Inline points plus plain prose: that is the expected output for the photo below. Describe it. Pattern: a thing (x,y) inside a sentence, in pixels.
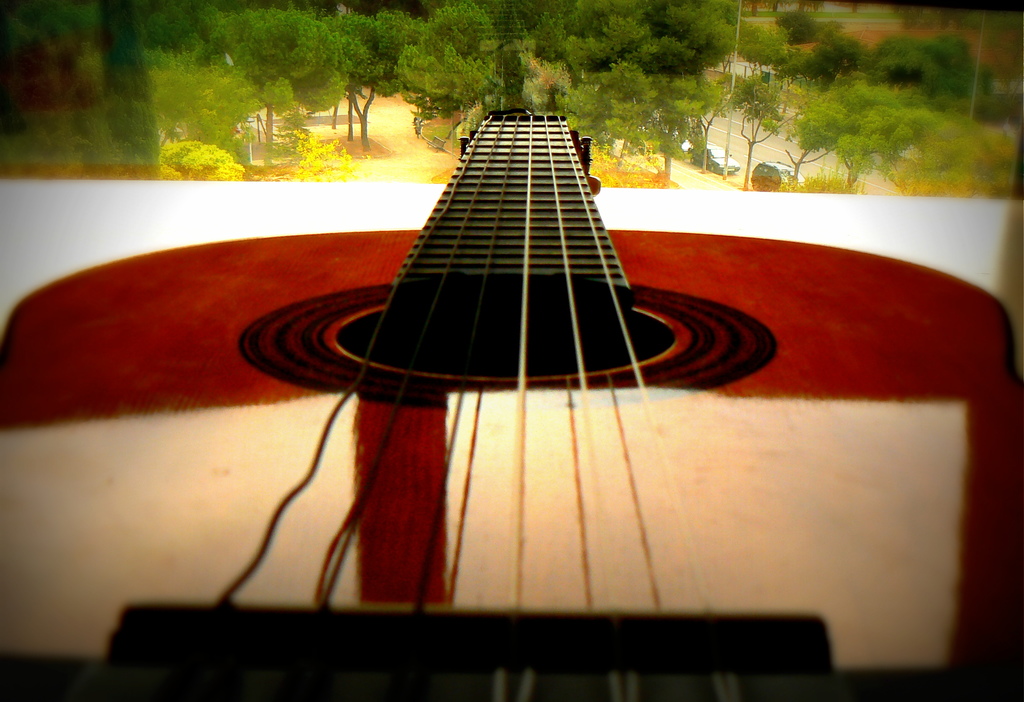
In this picture there is a guitar (463,335) which is placed on the table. At the top (201,3) I can see many trees (600,59), plants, grass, road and pole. Beside the road (733,142) I can see some cars (721,171) were parked.
